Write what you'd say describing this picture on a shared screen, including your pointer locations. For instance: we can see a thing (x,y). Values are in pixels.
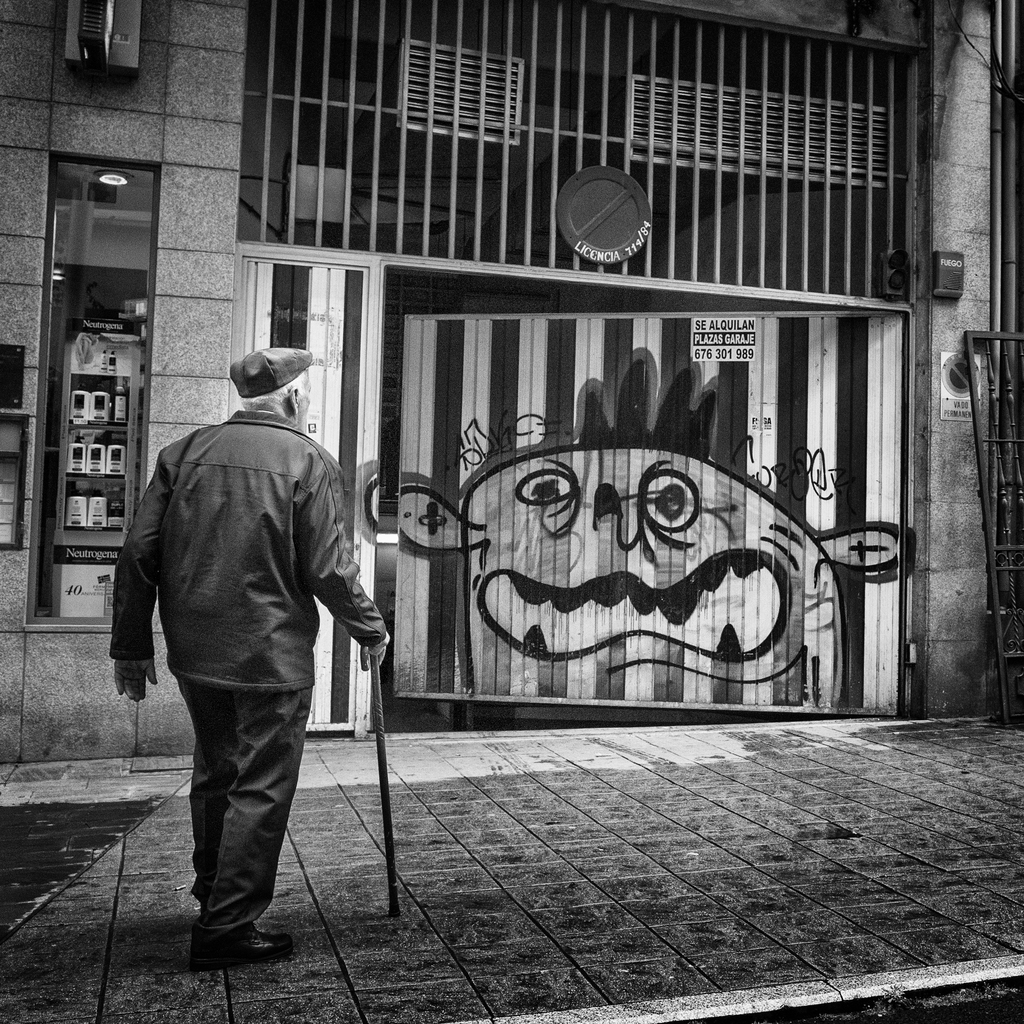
It is a black and white image there is a person (328,483) walking on the path (655,912) in front of a building (362,545) and there is a big gate (556,534) to the building (390,347), it is opened and on the left side (75,272) there is a window (79,507), there are many iron rods (532,42) above the gate (664,634).
